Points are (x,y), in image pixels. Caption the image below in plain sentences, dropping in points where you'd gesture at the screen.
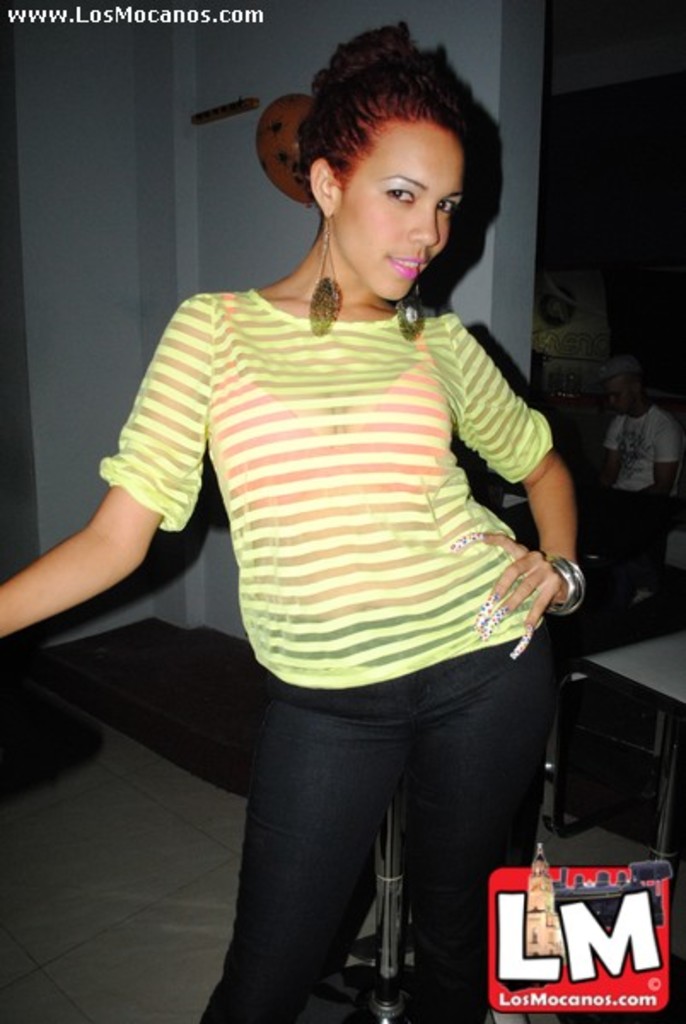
In the center of the image (332,454), we can see a lady (420,520) standing and in the background (271,149), there is a balloon (260,128) and an object (215,114) on the wall (131,390) and we can see a person (627,430) sitting and wearing a cap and there are some other objects (627,697) and stands (549,764). At the bottom (166,865), there is a floor (184,850) and there is a logo (561,934).
